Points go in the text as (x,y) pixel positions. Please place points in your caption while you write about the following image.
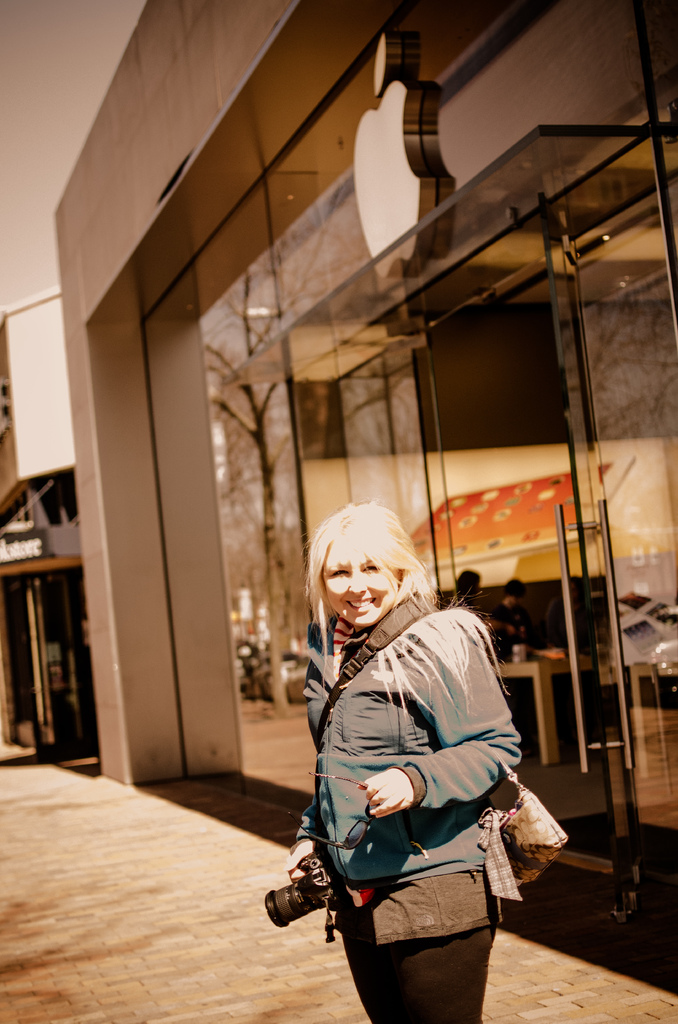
In this picture we can see a woman (455,654) and she is smiling and in the background (491,984) we can see the ground (491,984) and buildings (506,649).
